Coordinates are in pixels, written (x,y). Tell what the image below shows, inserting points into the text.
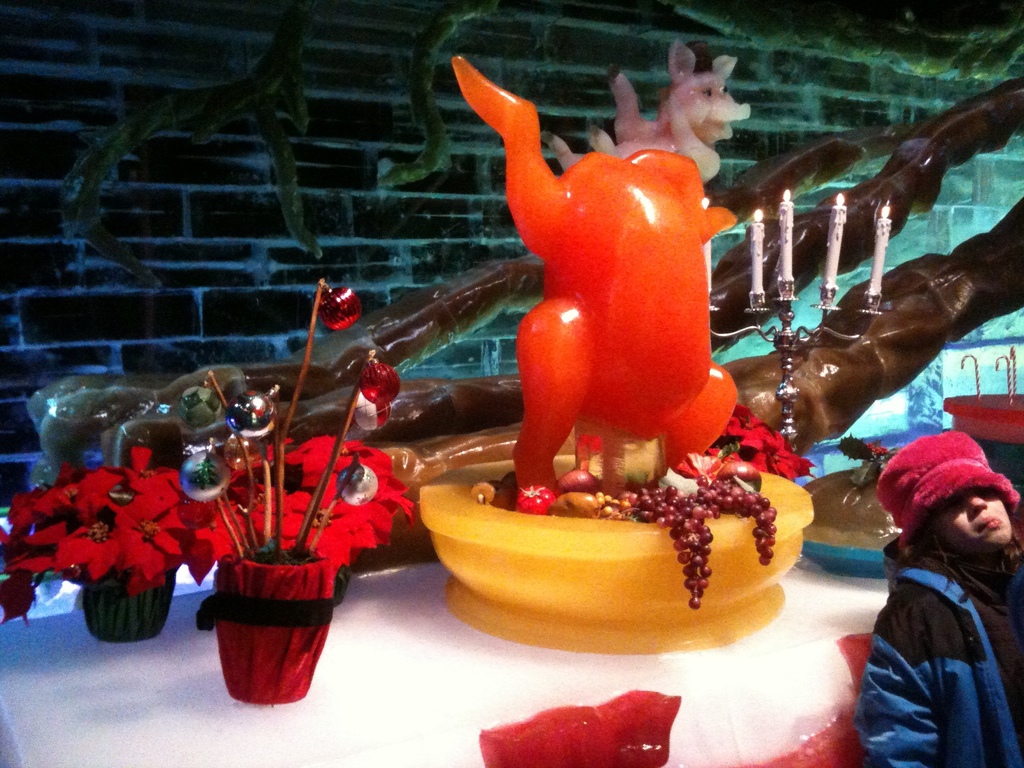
In this image we can see there are few flower pots (241,520) and some toys (604,328) on the table (438,638). On the bottom right side (933,669) there is a girl (905,688).
